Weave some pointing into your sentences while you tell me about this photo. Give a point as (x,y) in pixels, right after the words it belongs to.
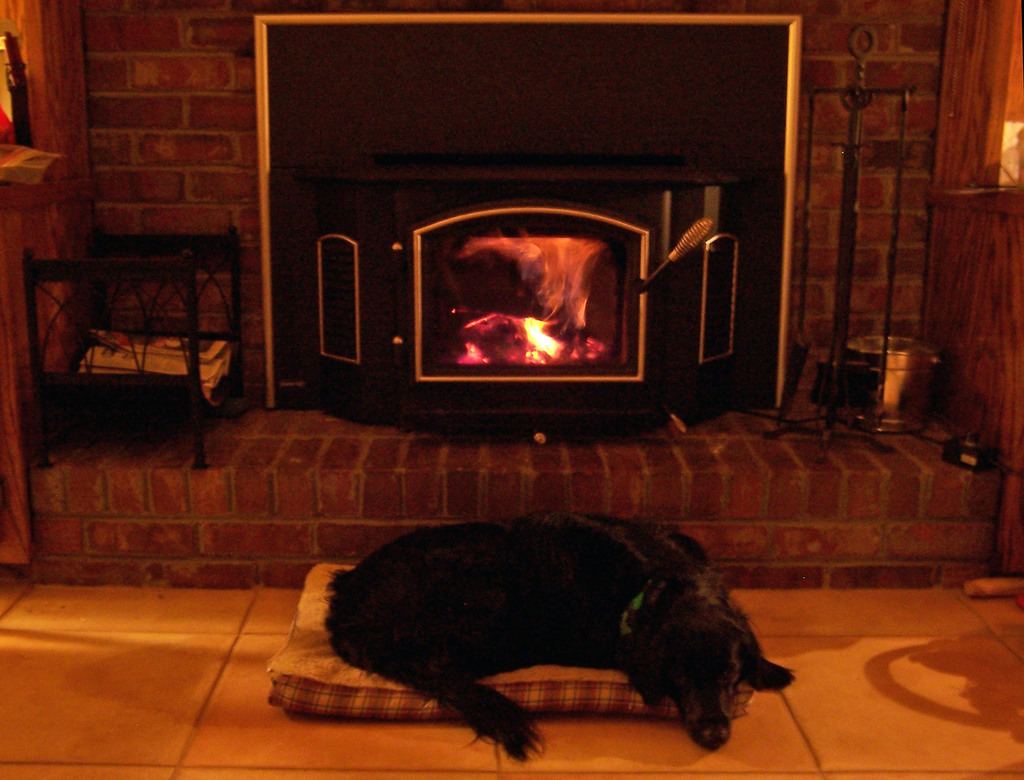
There is a dog (489,727) on the bed (516,687). This is floor (739,732). Here we can see a wooden oven (572,234) and there are papers (210,352). In the background (196,16) we can see a wall (915,280).
